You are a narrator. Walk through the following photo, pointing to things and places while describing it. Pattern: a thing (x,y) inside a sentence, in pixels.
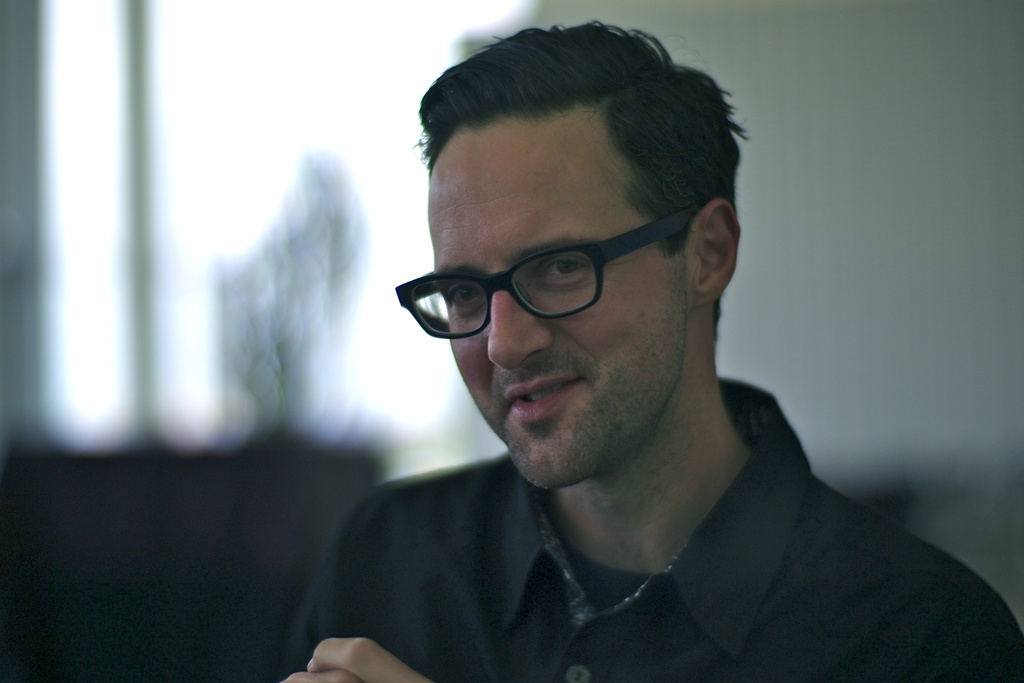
In this image we can see a man (628,576) and he is wearing one shirt (453,582) and glasses (514,284).
